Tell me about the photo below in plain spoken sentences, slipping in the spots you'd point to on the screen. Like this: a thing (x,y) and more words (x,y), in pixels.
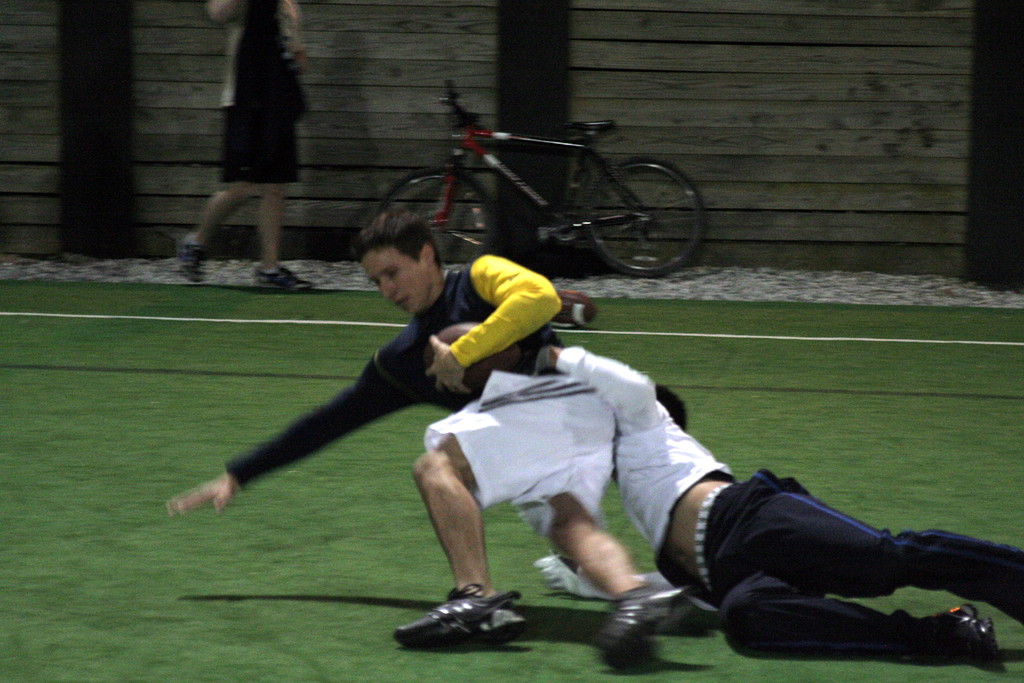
In the image there is a person (634,500) laying on the grass field (999,493) holding another person (473,399) while running along with rugby ball (489,375) and behind there is a person (265,139) walking in front of the wall (642,58) with a cycle (574,187) in front of him.
